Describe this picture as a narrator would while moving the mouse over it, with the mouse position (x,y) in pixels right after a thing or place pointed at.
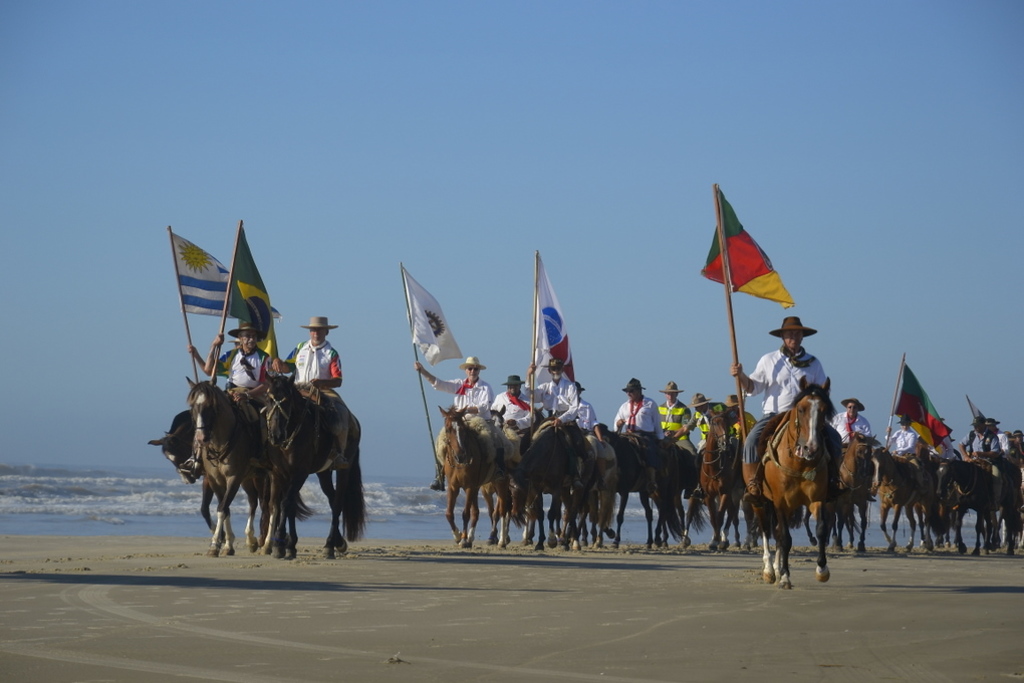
In this image we can see these persons (780,372) are sitting on the horse (956,513) by holding flags (921,415) and riding on the sand (222,656). In the background (9,495), we can see the water (136,515) and blue color Sky (481,197).
